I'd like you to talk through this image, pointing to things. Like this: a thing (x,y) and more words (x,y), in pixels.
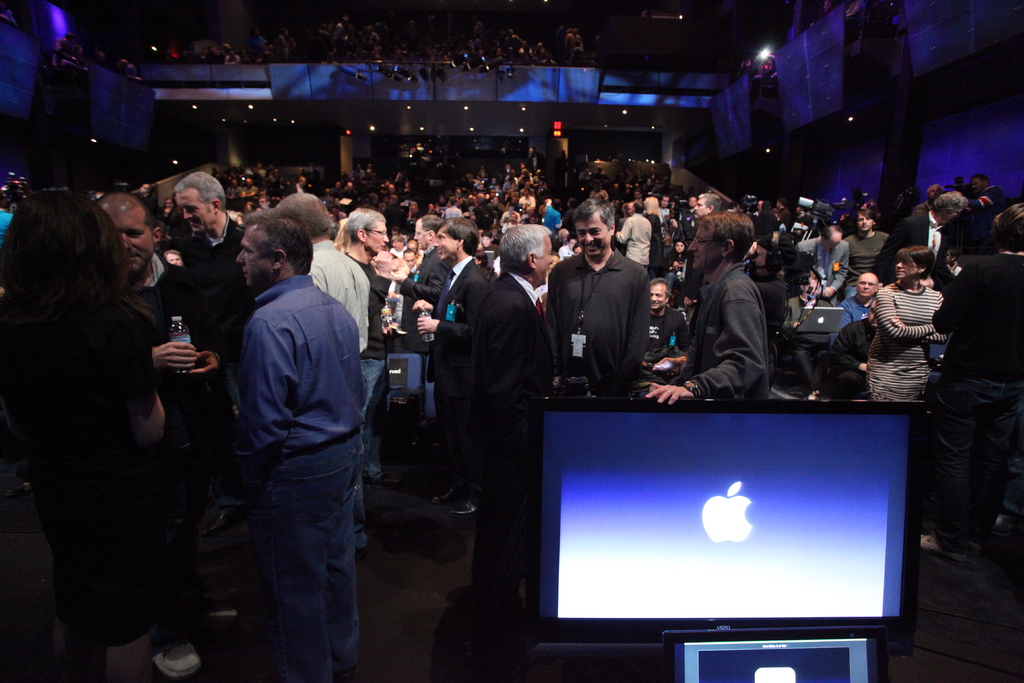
In this image there is a monitor (882,424), in the background (386,273) there are a few people (764,282) standing and few (515,199) are sitting on chairs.
